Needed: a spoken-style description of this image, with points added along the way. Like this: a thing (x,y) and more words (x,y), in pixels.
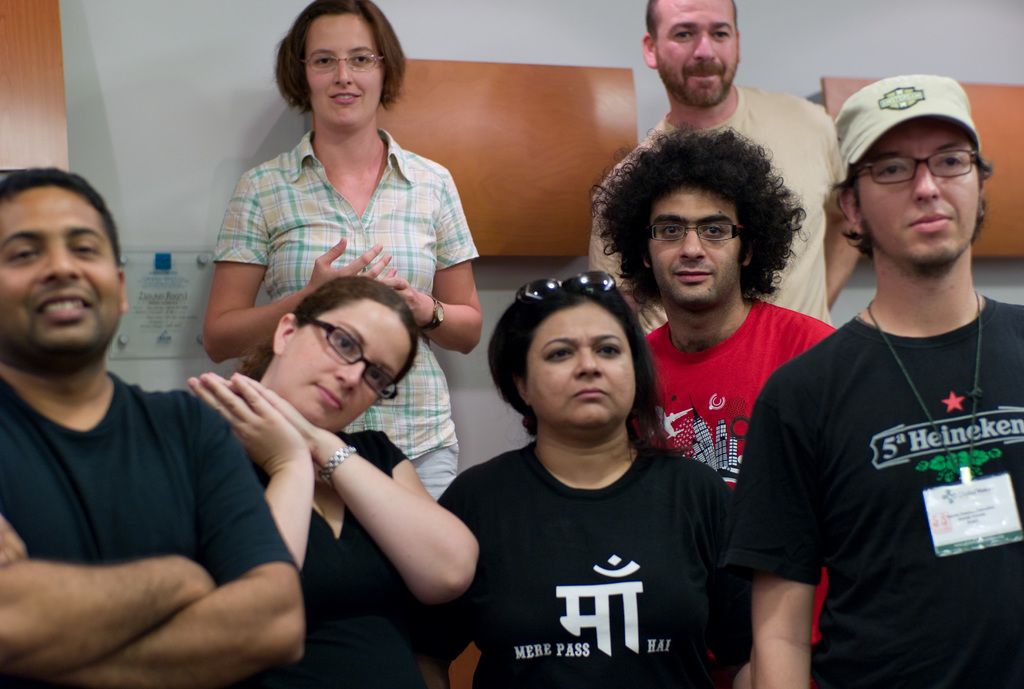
In this image in front (889,580) there are people (412,374). Behind them there is a wall (182,106). There are wooden boards (487,183).
